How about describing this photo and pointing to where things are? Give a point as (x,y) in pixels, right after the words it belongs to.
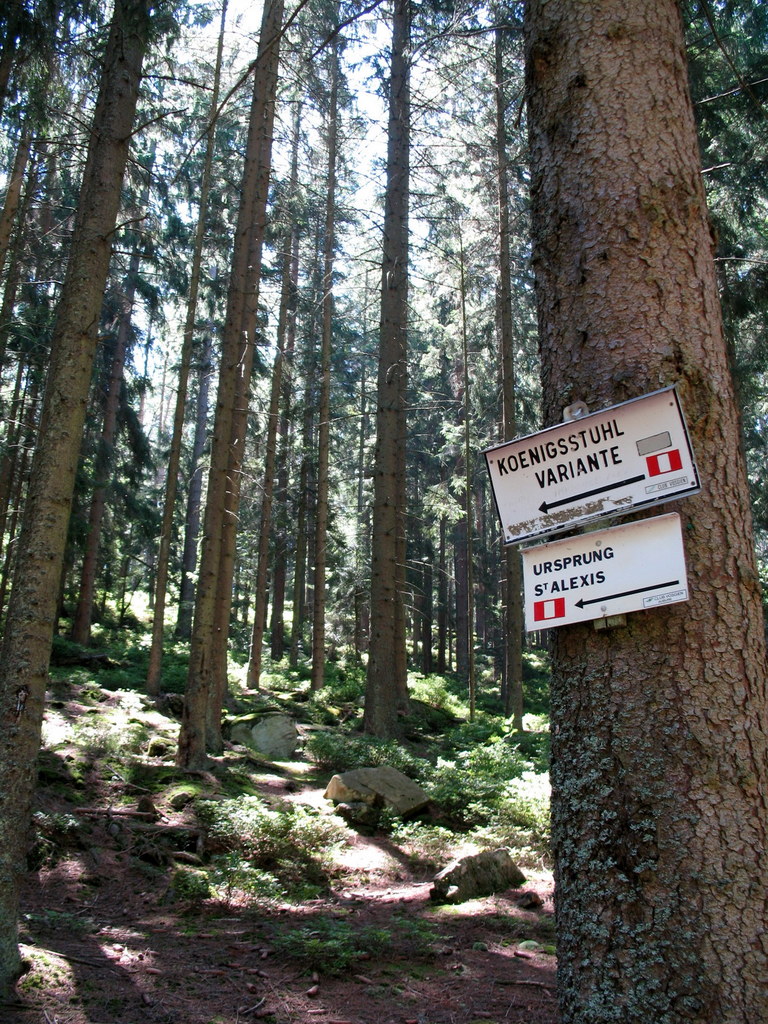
There are some stones (369,818) at the bottom of this image (385,778) and there are some trees (281,603) in the background (369,430). There are two white color boards (585,518) are attached to a tree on the right side of this image (628,462).
